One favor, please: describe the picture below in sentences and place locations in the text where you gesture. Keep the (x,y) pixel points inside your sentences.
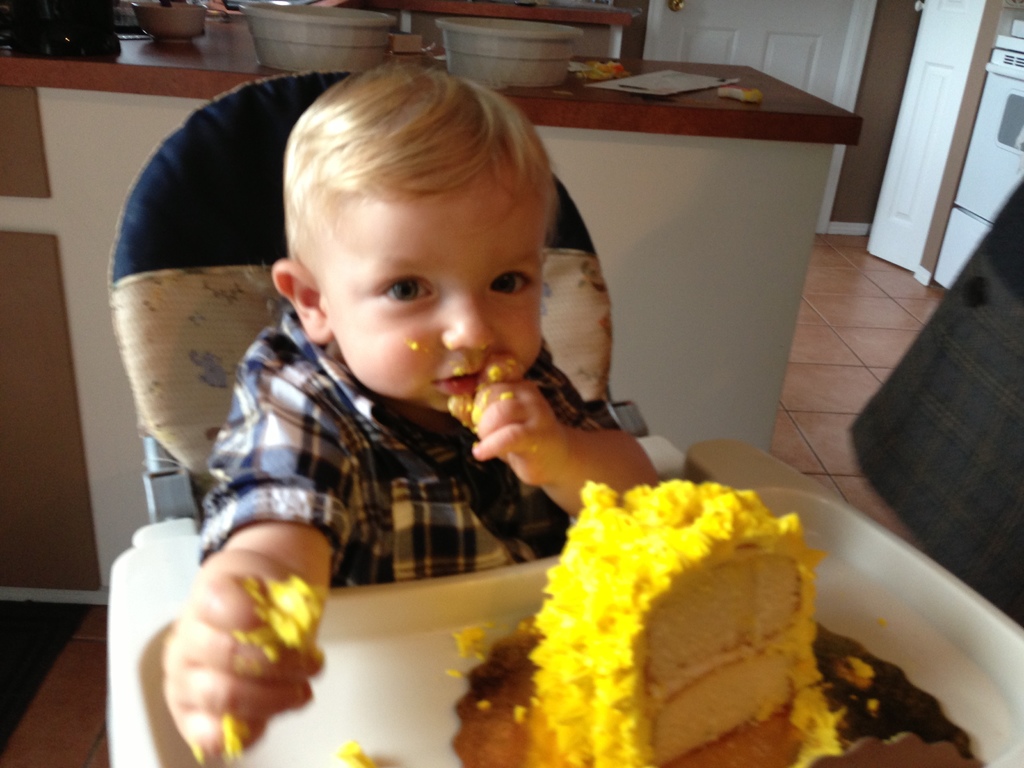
In this picture we can see a boy (537,321) sitting on a chair (212,434) and eating cake (634,583) placed on the tray (845,596) and in background (673,87) we can see table (729,127) and on table (655,123) envelope (660,77), basket (328,35), bowl (171,27) and right side (780,57) we can see door (766,57), floor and some machine (980,173).
